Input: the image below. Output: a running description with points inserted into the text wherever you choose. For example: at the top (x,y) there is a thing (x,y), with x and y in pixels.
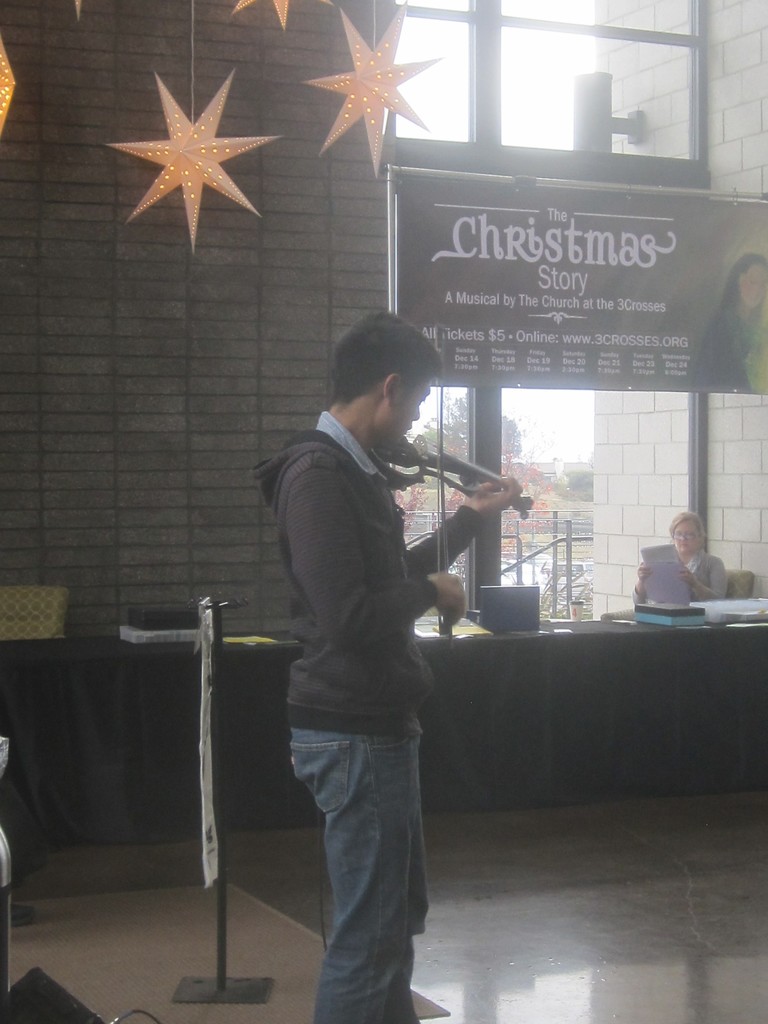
In the foreground (367,901) I can see a person (411,901) is playing a musical instrument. In the background (242,667) I can see a table (547,624) and a woman (688,584) is sitting on the chair (730,588) and holding a book (665,574) in hand (643,574). In the background (668,244) I can see a wallboard (415,278), trees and a window (534,453). This image is taken in a hall (163,617).
